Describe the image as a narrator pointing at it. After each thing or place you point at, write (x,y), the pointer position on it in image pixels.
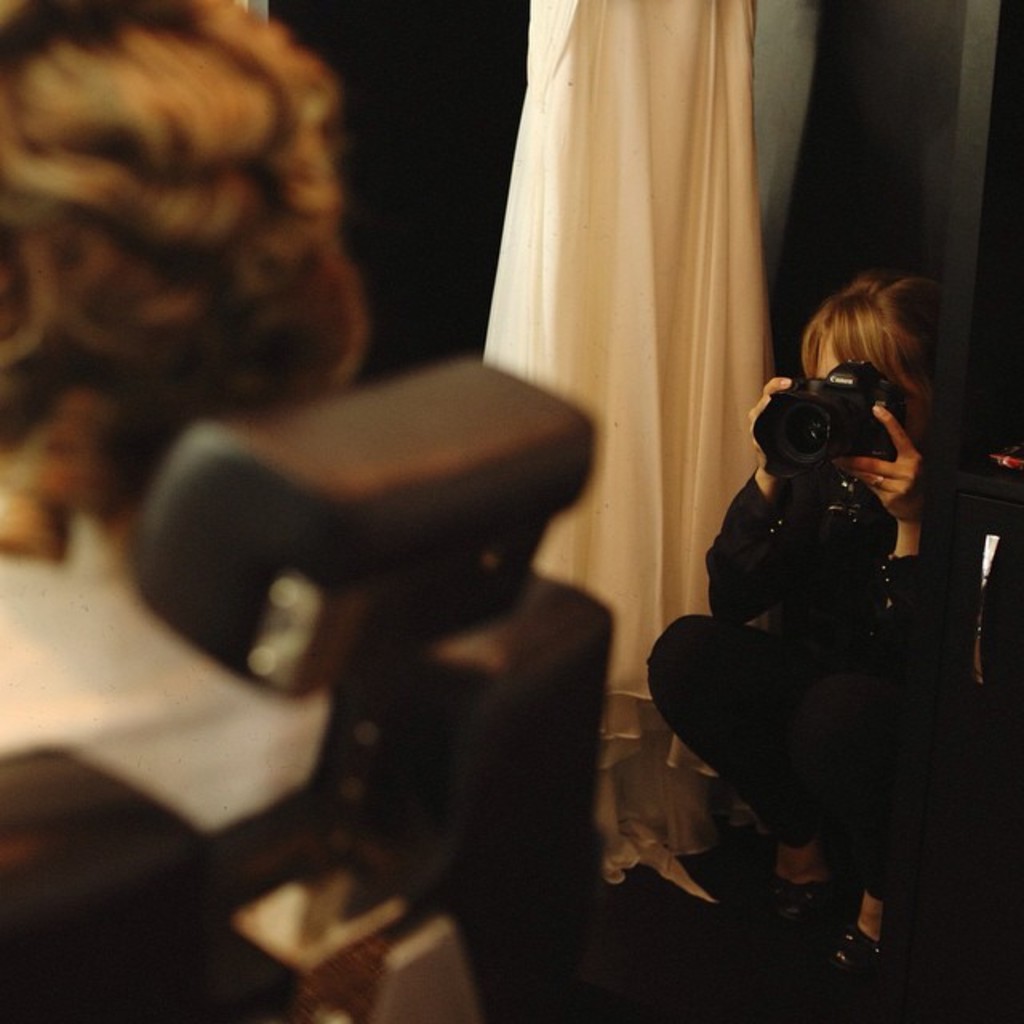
In the image we can see there is a woman (852,504) who is sitting and she is holding camera (791,469) in her hand (900,506) and in front of her there is a person (221,387) sitting and the image is blur.
